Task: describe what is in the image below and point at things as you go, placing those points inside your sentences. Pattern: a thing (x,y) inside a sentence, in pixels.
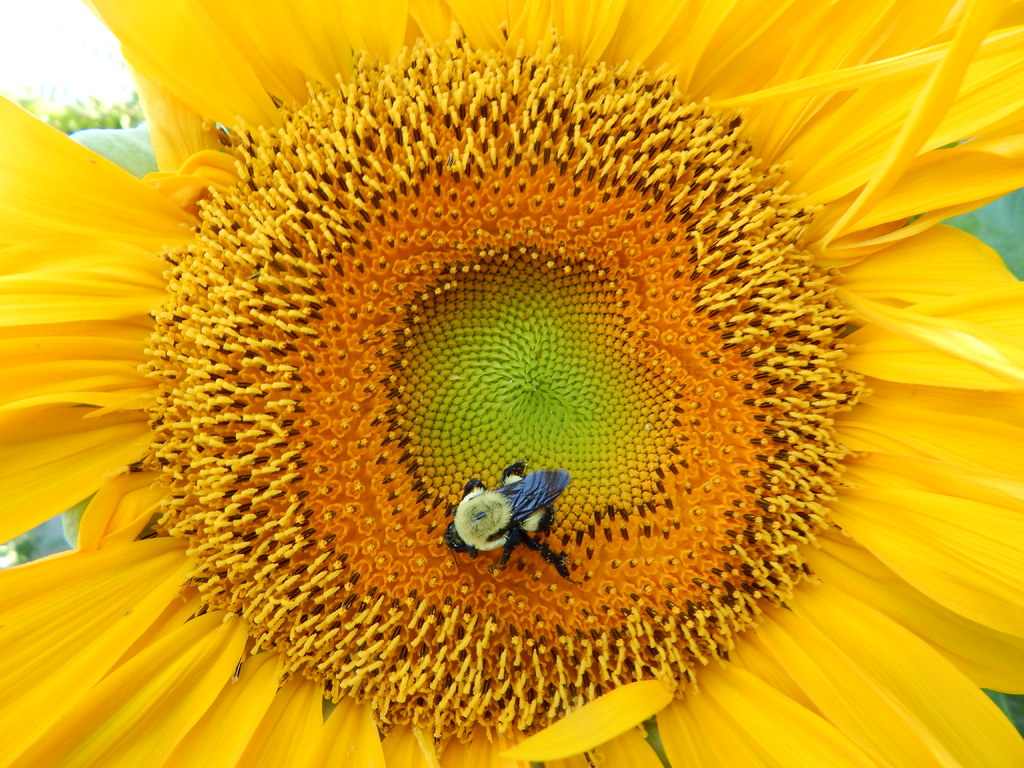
In the picture we can see a flower (656,696) which is yellow in color and on it we can see a insect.
